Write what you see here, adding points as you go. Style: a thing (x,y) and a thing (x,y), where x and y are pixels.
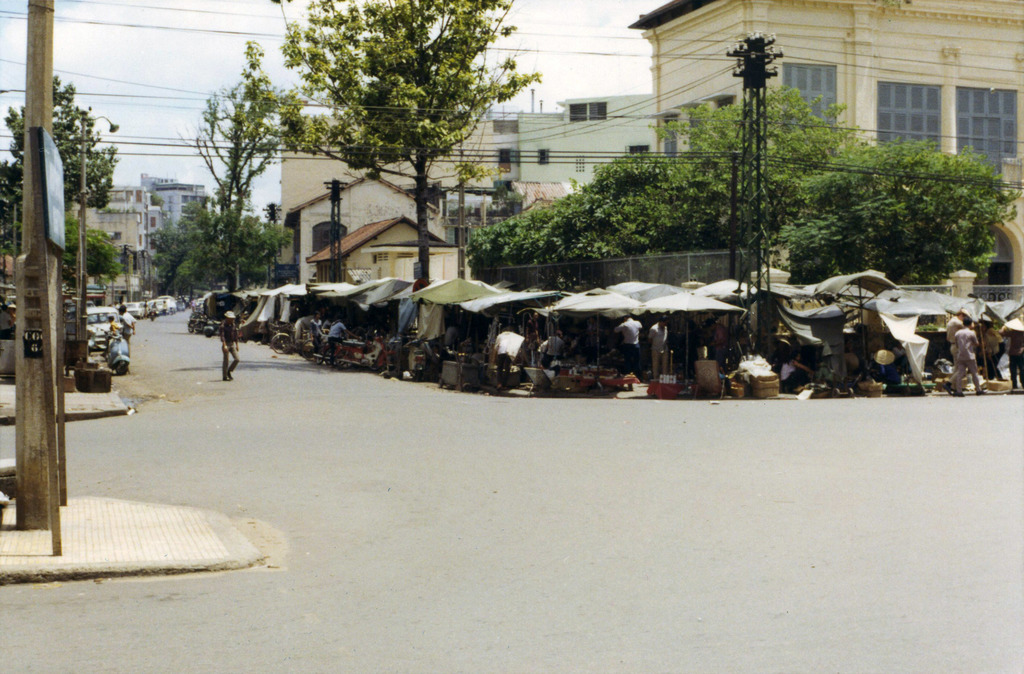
In the image we can see there are road side stalls (826,342) on the road (146,345). There are people (123,335) standing on the road (136,332) and there are lot of trees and buildings (470,206).
